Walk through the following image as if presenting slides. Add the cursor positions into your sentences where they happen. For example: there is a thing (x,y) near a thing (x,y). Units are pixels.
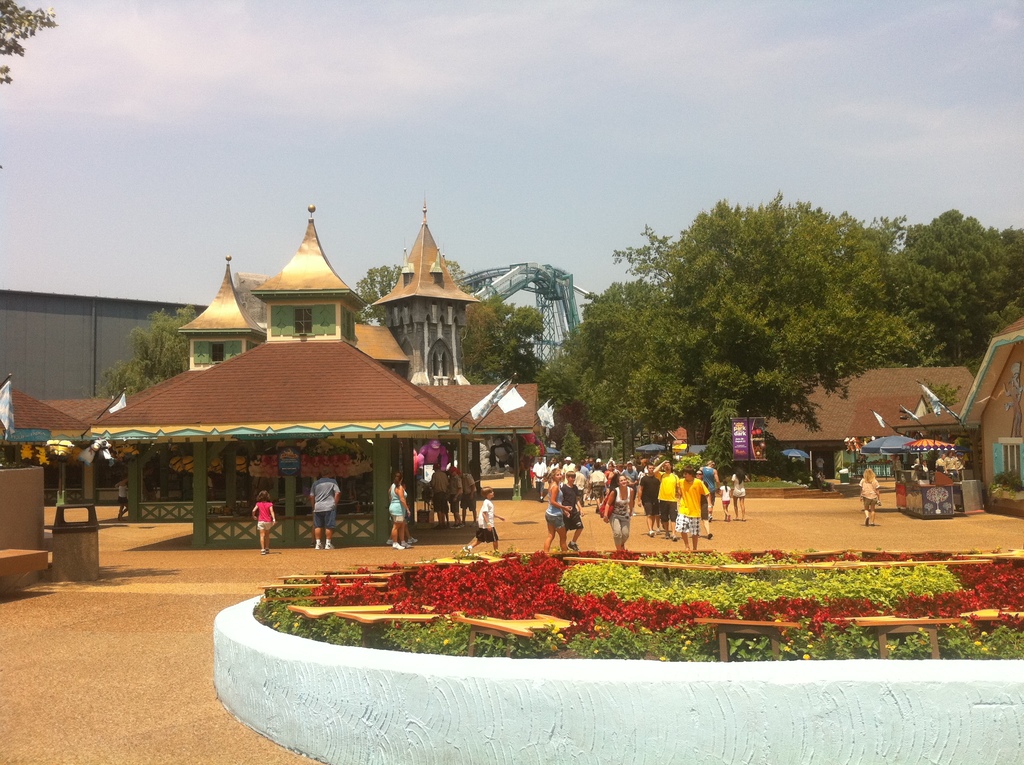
In this image at front (509,601) there are flowers (703,602). At the center (667,492) people (586,491) are standing on the road (761,504). At the background (414,418) there are buildings (252,326), trees (759,304) and sky (644,57).
